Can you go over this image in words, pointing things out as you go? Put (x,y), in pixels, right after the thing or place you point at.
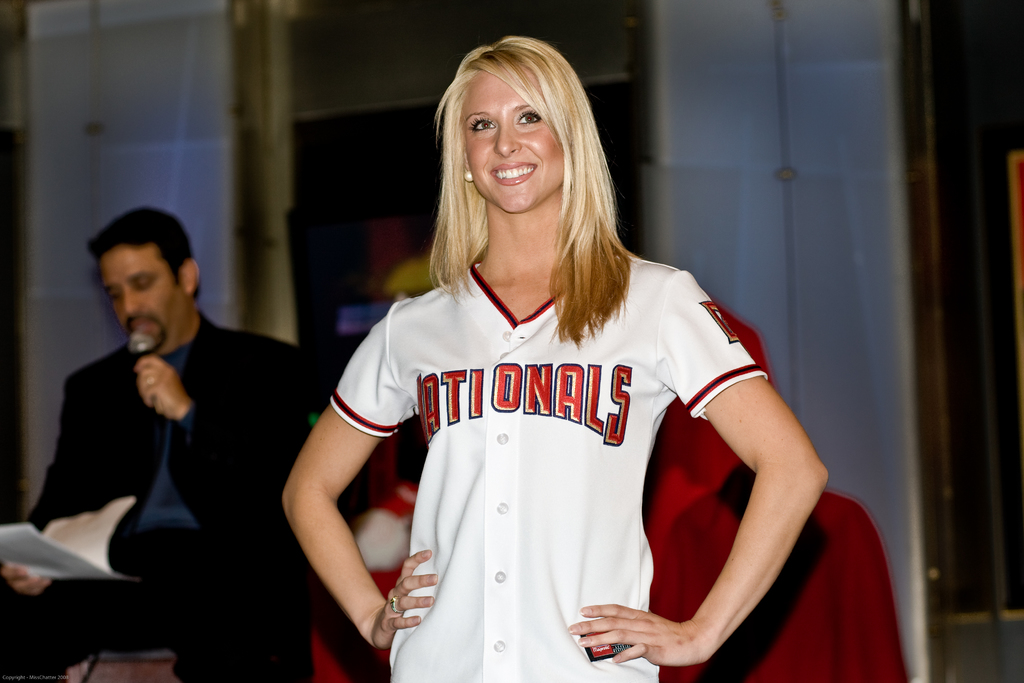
A person (614,237) is standing wearing a white t shirt (513,538). A person (270,473) is sitting at the back (235,430) wearing a suit (226,425) and holding a microphone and papers (98,539) in his hand (143,369).
